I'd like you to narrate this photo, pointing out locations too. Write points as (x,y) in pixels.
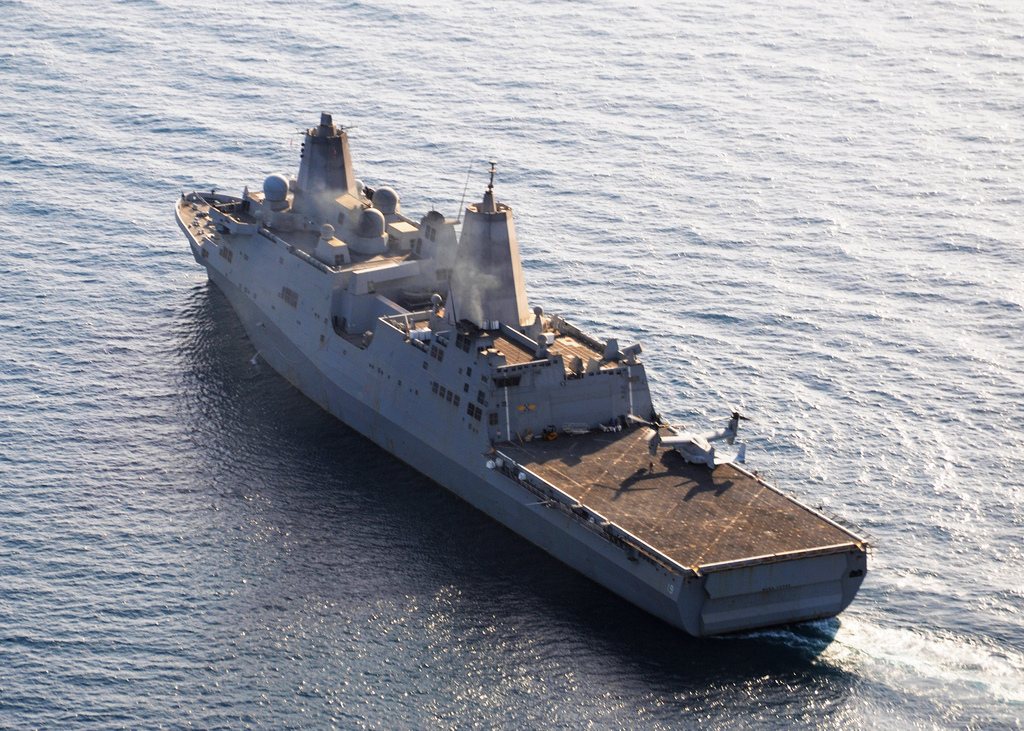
There is water (733,404). Also there is a ship (459,375) moving in the water (429,539).
